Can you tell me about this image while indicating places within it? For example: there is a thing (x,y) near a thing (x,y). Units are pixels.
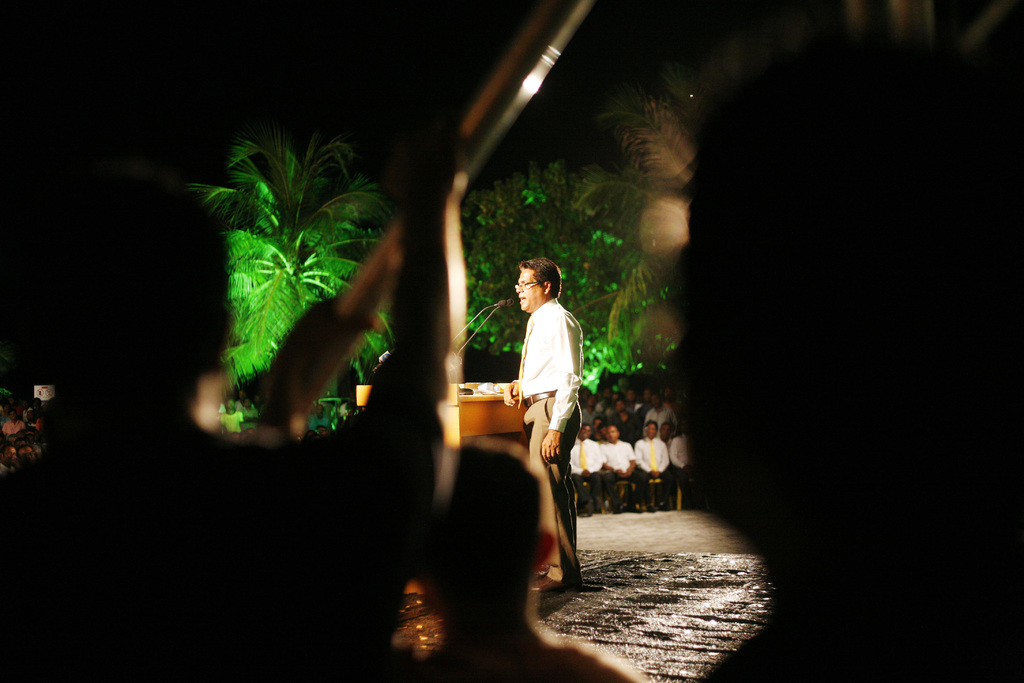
In this image, I can see a person (544,345) standing. This looks like a podium (474,392) with the mics (474,336). I can see few people (587,472) sitting. These are the trees (307,228). In front of the image, I can see few people (869,468). The background (442,57) looks dark.
